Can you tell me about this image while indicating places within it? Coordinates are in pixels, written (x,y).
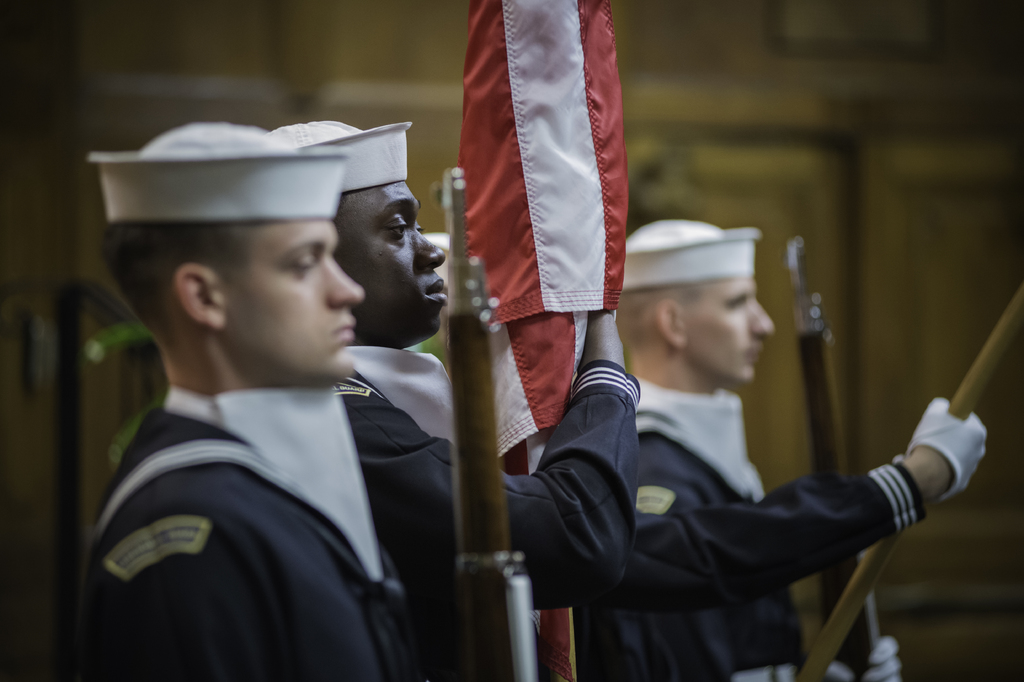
Here I can see few men (238,366) wearing uniforms (193,464), caps (214,176) on their heads (305,275), holding flags (562,298) in the hands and facing towards the right side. The background (966,330) is blurred.
